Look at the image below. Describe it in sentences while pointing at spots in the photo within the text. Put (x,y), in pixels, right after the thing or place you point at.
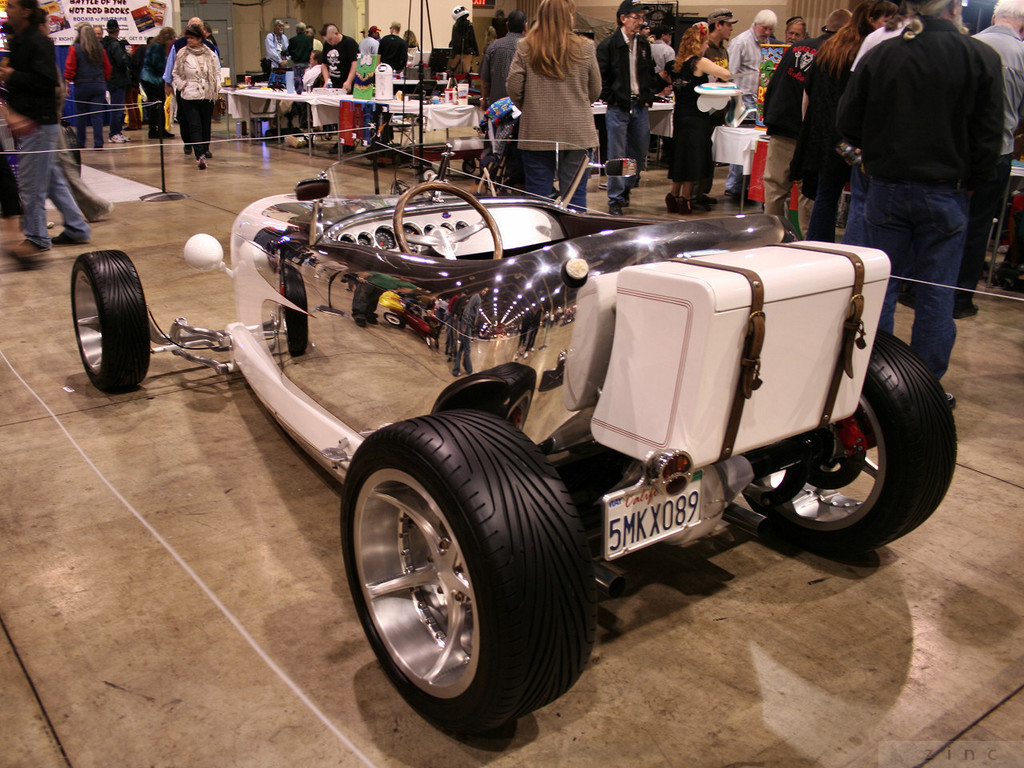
In this image we can see a vehicle (523,336). In the background of the image (555,164) there are some people (815,118), tables (714,141) and other objects (736,88). At the bottom of the image (172,688) there is the floor (1009,603).
